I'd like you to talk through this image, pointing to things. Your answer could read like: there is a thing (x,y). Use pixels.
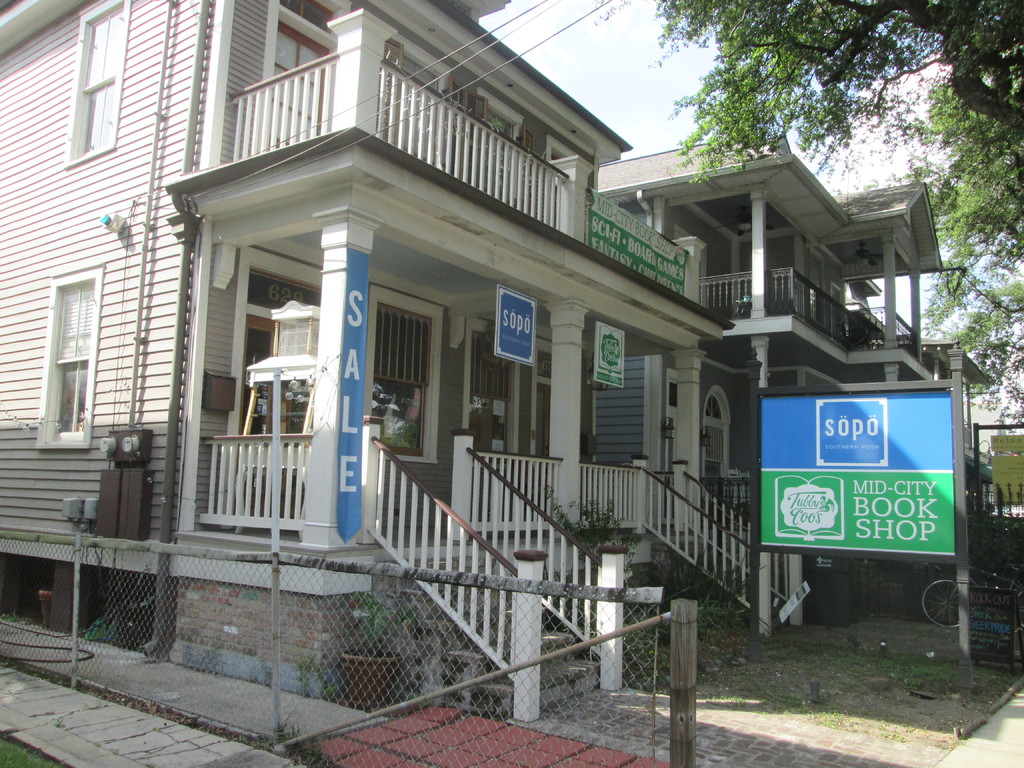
In this image, we can see some buildings (728,246), boards (644,271) with text (648,259). We can see the ground (381,765) with some objects (929,654). We can see some stairs (507,631) and the railing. We can see the fence (693,605) and some grass (709,643). There are a few trees (982,46). We can see the sky (618,20).
